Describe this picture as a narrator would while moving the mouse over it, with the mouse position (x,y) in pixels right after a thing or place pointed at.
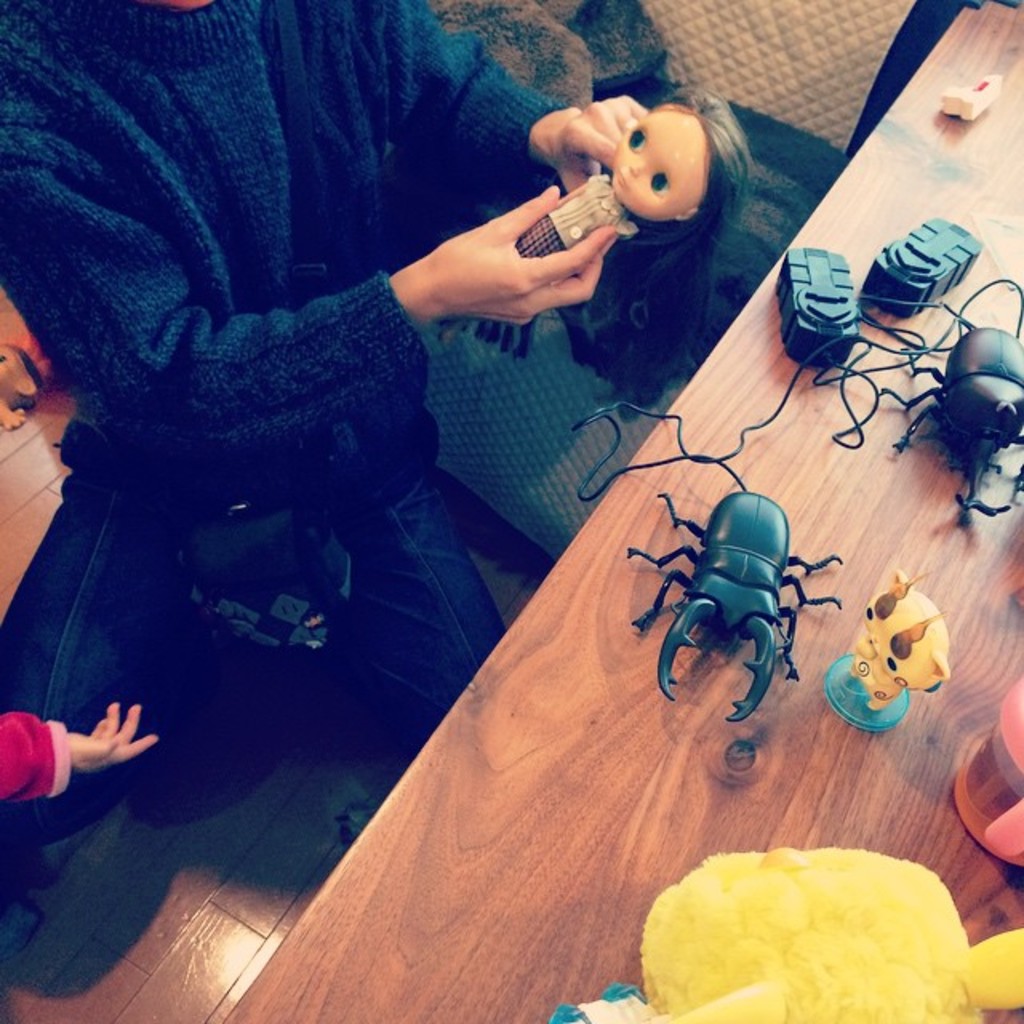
We can see a person (377,280) is holding a doll (661,220) in the hands (464,258) and there are toys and objects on the floor (99,940). On the right side (811,345) there are toys (881,729), cup (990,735) and insects toys (938,409) and objects (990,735) on the table (968,619).
